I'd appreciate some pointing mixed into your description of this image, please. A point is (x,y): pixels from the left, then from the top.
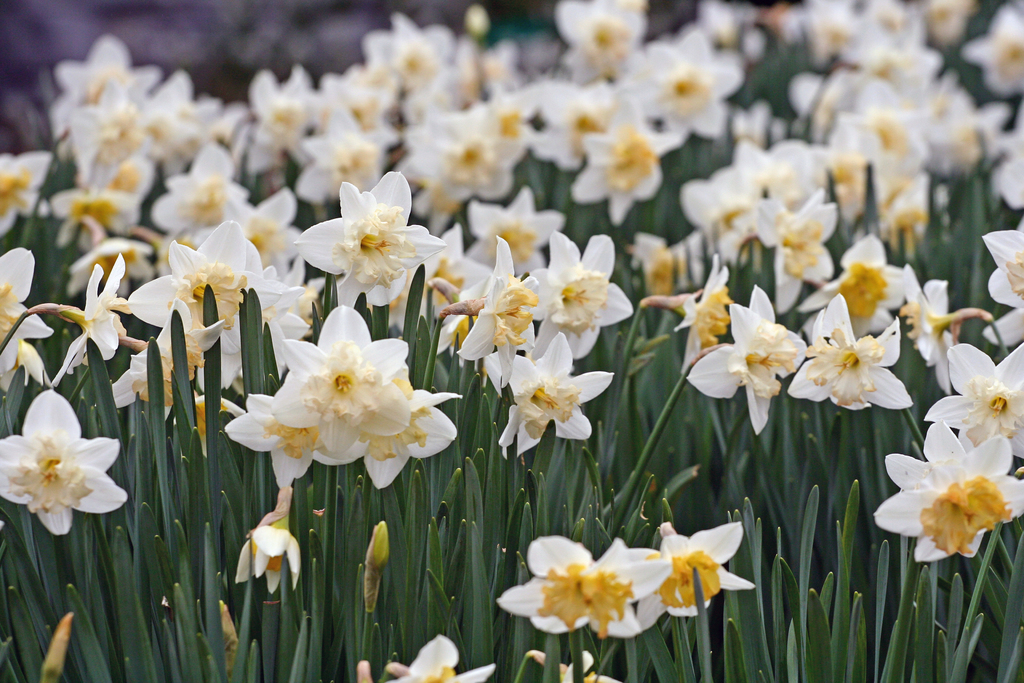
In this picture, we see plants (458,487) which have flowers (653,559). These flowers (577,589) are in white and yellow color. In the background (528,179), it is blurred.
